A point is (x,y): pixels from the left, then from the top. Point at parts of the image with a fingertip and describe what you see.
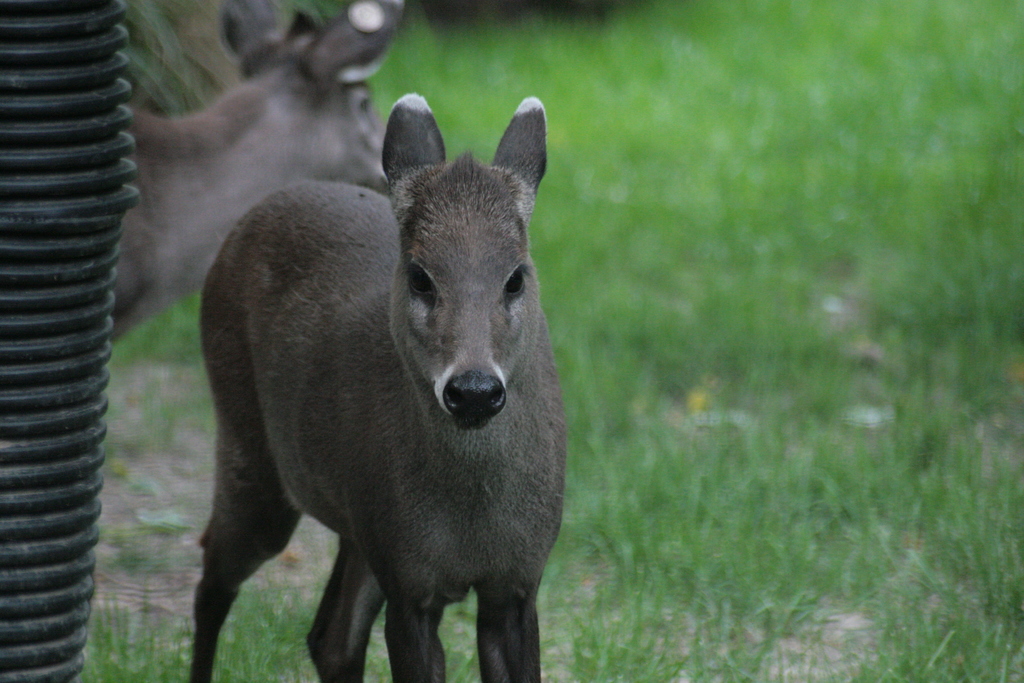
In this image in the front (416,429) there is an animal (374,463) standing. On the left side (61,273) there is an object (53,272) which is black in colour. In the background (590,64) there is grass (661,72) on the ground (661,72) and there is an animal (243,118).
